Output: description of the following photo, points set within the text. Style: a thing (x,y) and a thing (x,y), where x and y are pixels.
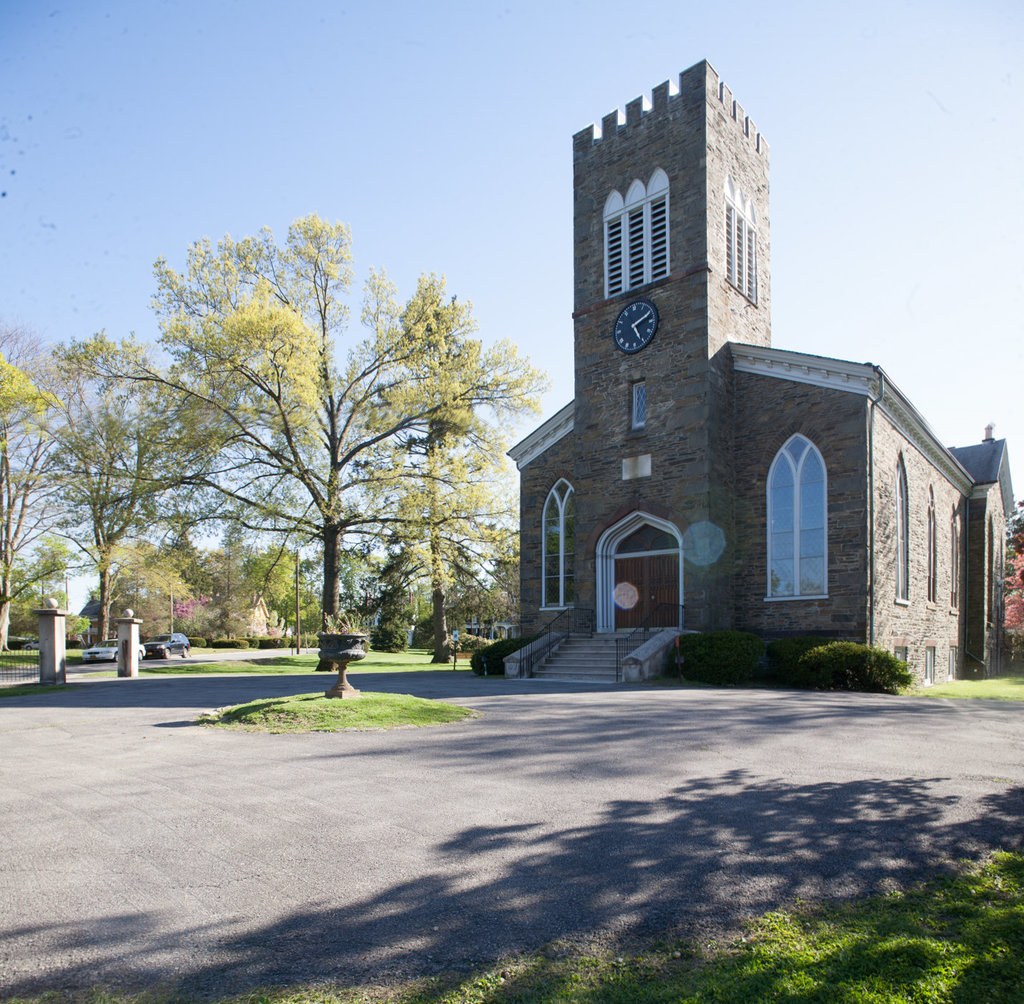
In the foreground of this image (821,769), there is grass (887,986) and the road (446,791). In the middle (355,637), there is a tree (339,507), a pot like an object (363,650) on the grass (350,706) and a building (701,567). In the background (299,590), there are trees (40,603), entrances pole (47,623) and the sky (382,60) at the top (362,66).
